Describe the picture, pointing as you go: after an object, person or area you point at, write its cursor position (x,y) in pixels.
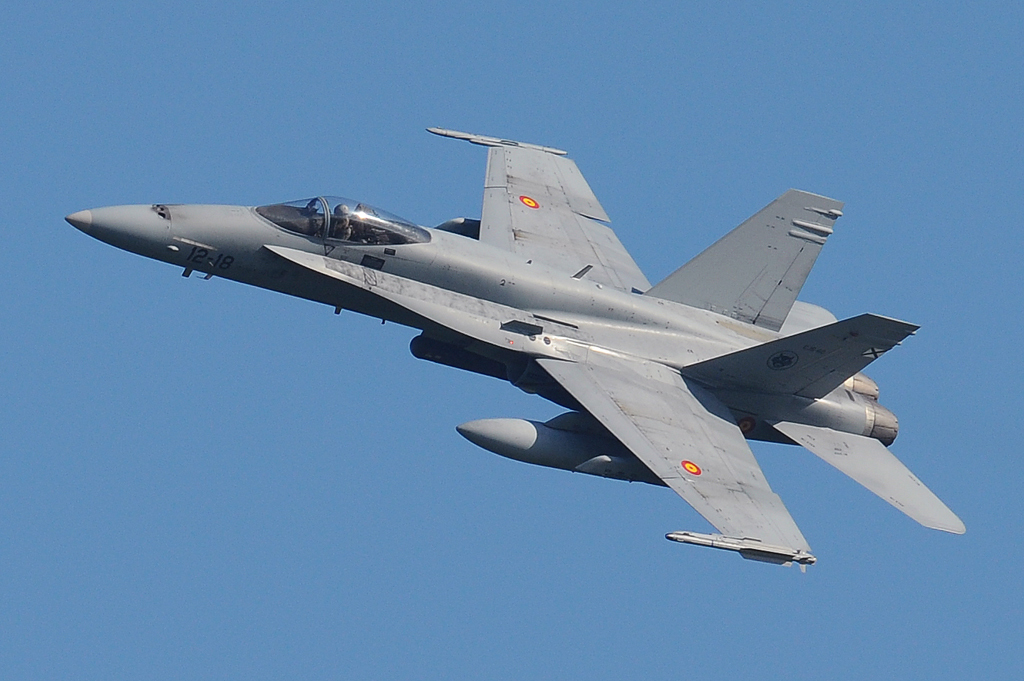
In the image we can see a flying jet (553,377) in the air (243,471) and the sky (228,464).
